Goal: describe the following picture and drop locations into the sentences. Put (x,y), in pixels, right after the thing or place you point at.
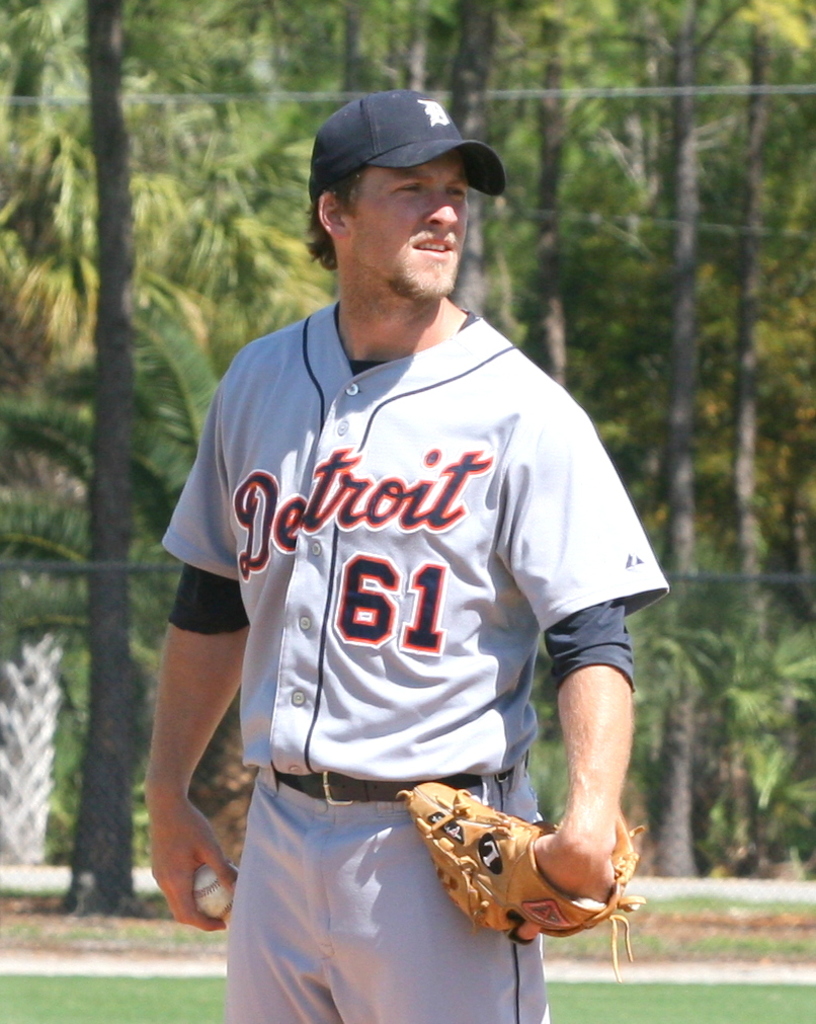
In this picture we see a man (243,1007) standing and looking at someone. The man (305,856) has a ball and a glove (616,900) in his hands (595,861). He is wearing a cap (375,120). Behind him we can see trees (576,119).
